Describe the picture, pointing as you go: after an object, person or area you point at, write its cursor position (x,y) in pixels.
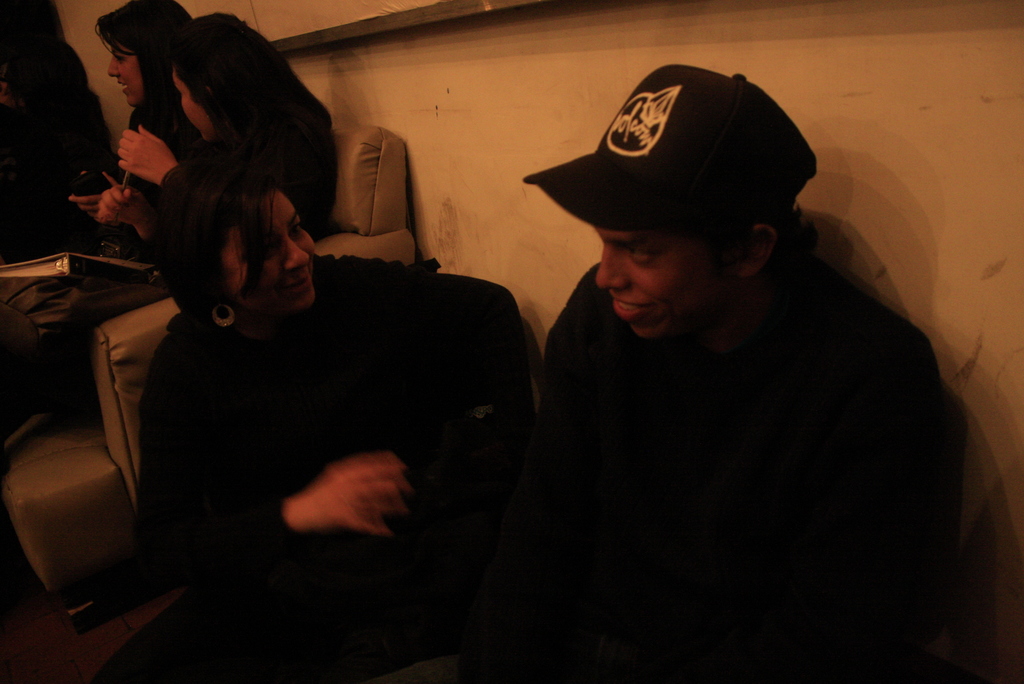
In this image, we can see people (297,402) sitting on the chairs (141,322) and in the background (828,71), there is a wall (620,69).
